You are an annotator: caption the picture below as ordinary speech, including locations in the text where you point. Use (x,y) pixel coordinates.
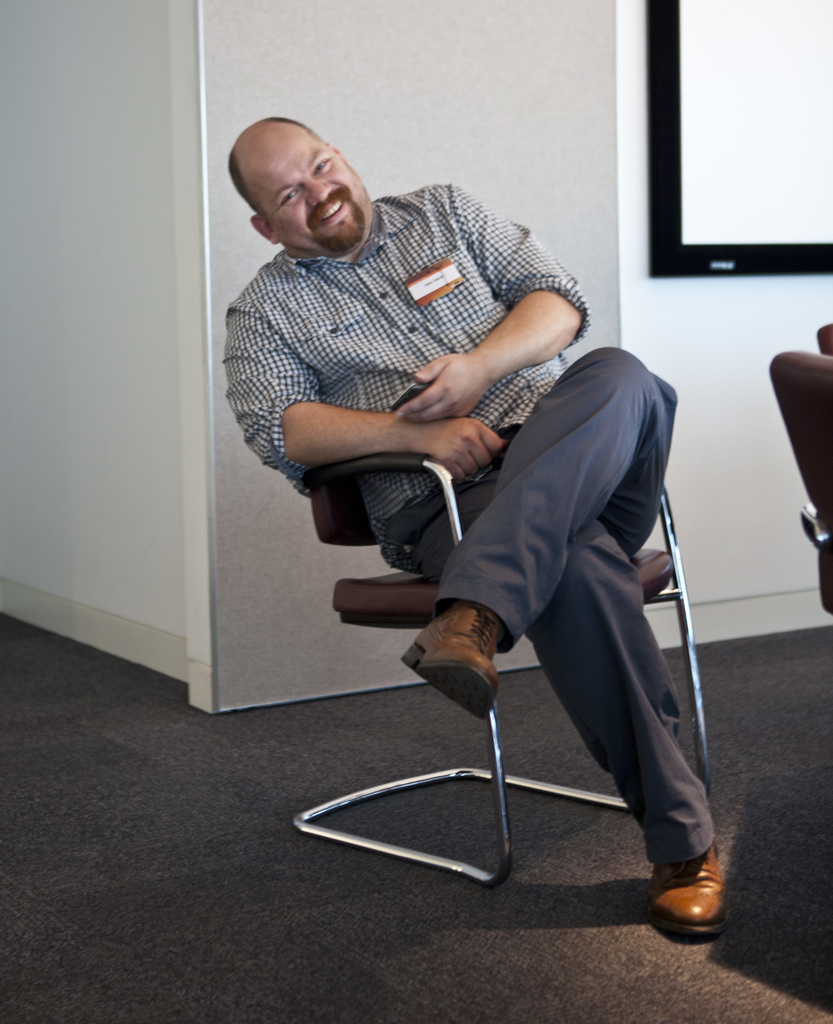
In this image the person (441,601) is sitting on the chair (451,864).
